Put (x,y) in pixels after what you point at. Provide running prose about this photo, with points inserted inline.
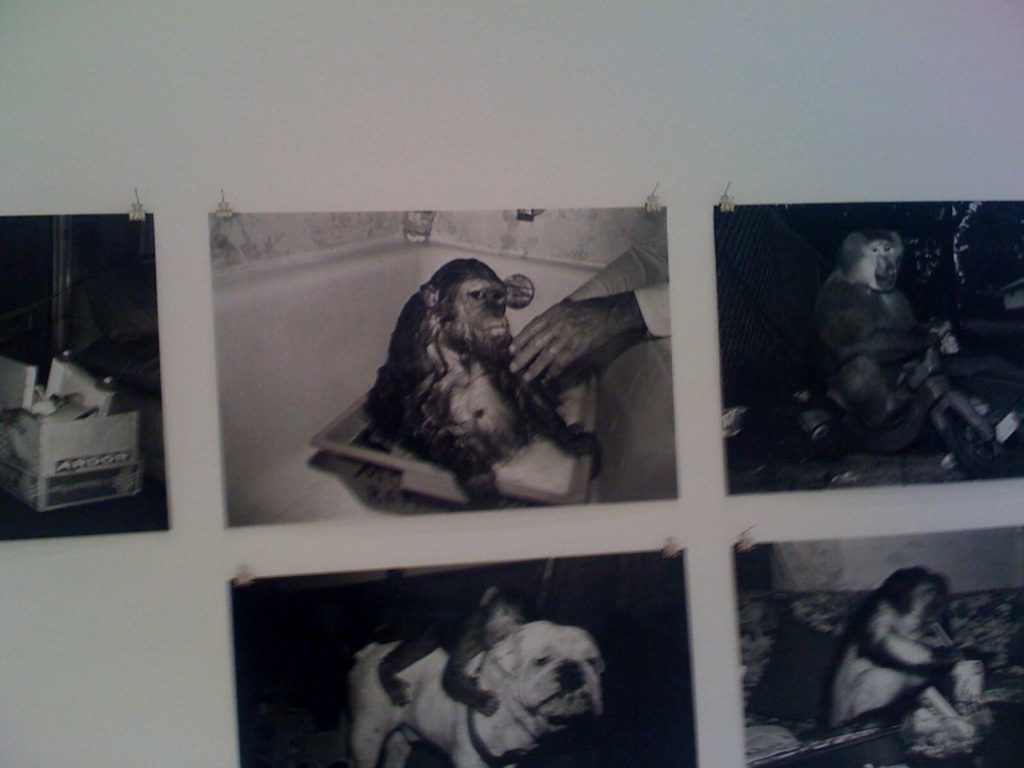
In this picture we can see a wall (749,106), on this wall (733,102) we can see photo frames (307,617), here we can see monkeys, dog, person hands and some objects (71,486).
